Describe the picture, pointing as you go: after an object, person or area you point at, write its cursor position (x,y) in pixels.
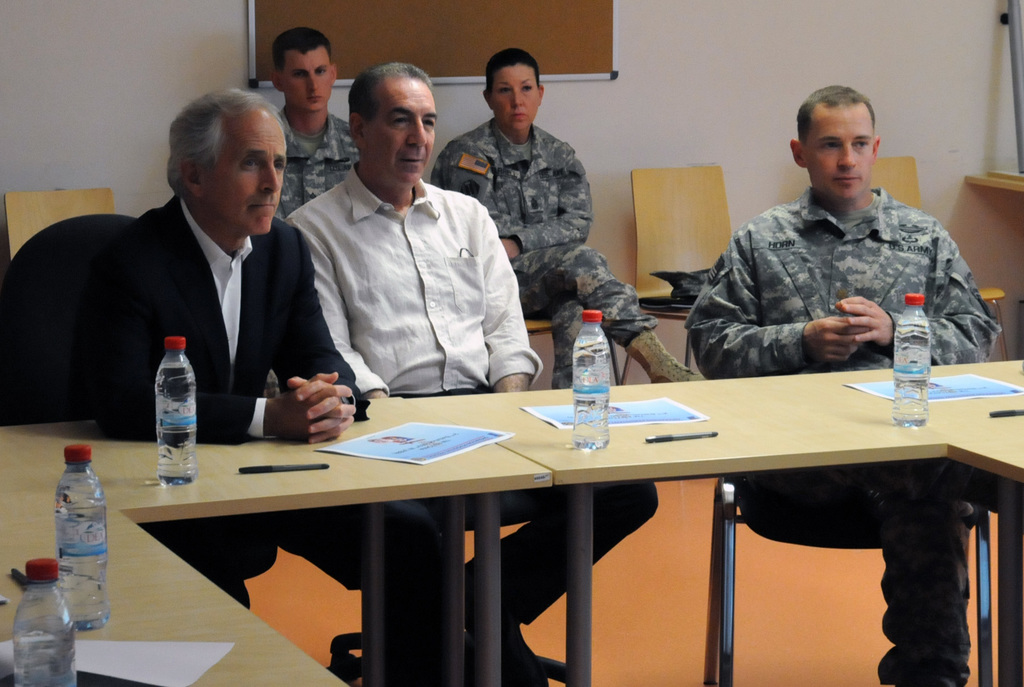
In this picture there are five people (563,523) sitting they have a table (502,414) in front of them which has Water bottles (176,344) pens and paper (395,436).
